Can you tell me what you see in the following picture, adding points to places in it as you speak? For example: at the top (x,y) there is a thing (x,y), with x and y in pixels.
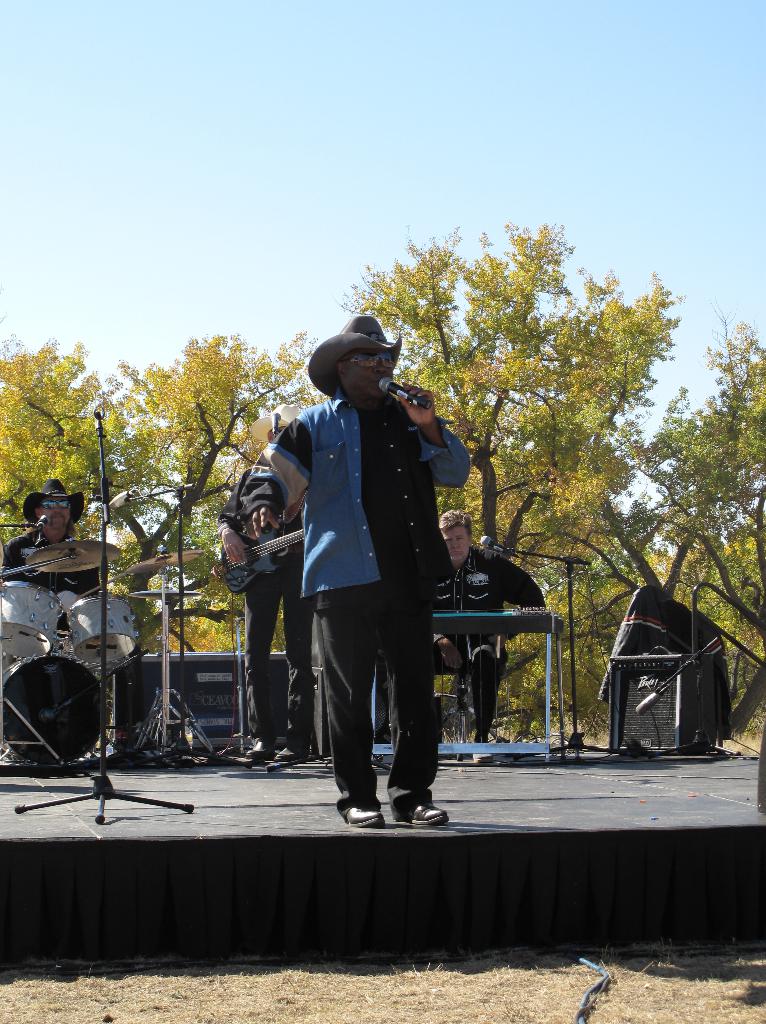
In this picture there are musicians (308,596) performing on the stage (564,817). In the front (370,577) the man (370,577) is standing wearing a hat (342,339) and holding a mic (392,388) in his hand (408,404). In the background (480,563) the person (483,598) is sitting in front of the musical instrument (481,618). At the center (274,579) a man (268,608) is standing and holding a musical instrument (254,574) in his hand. At the left side (66,576) the man (64,533) wearing a black colour hat (57,497) is sitting in front of the drums (81,611), there is a mic (47,524) in front of him. There is a black colour stand (104,536). In the background (296,134) there is a sky (362,119) and some trees (587,403) are visible.
